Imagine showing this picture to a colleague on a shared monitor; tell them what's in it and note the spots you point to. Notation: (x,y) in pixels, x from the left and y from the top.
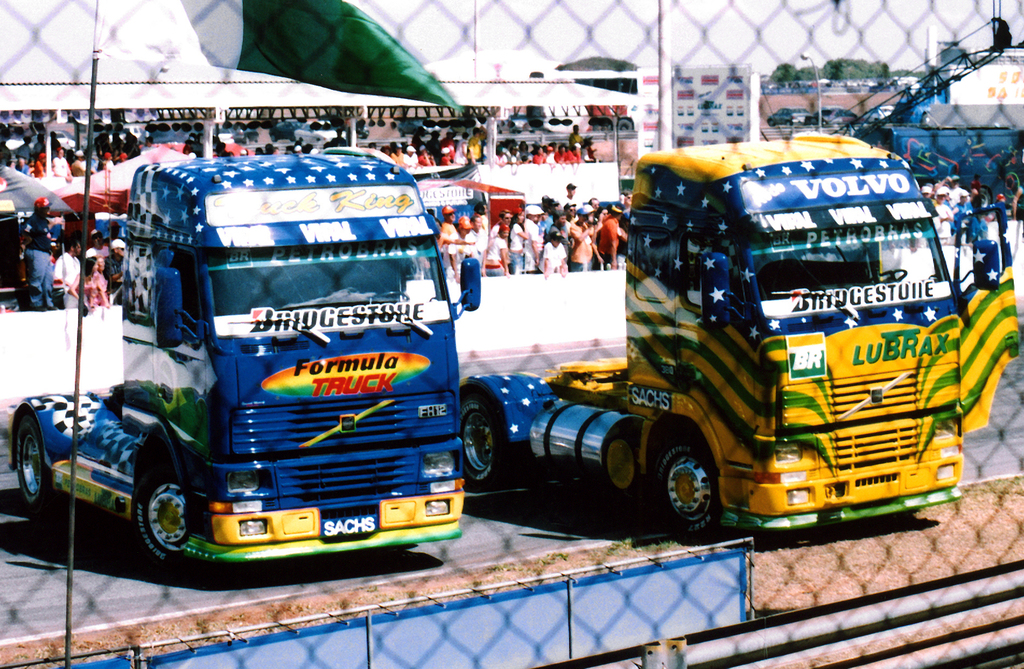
In this picture I can see there are two trucks (216,280) and they are in two different colors like yellow and blue. There are having few stickers (375,312) and in the backdrop (575,242) I can see there is a huge crowd (592,242) and there are trees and the sky (614,34) is clear.
